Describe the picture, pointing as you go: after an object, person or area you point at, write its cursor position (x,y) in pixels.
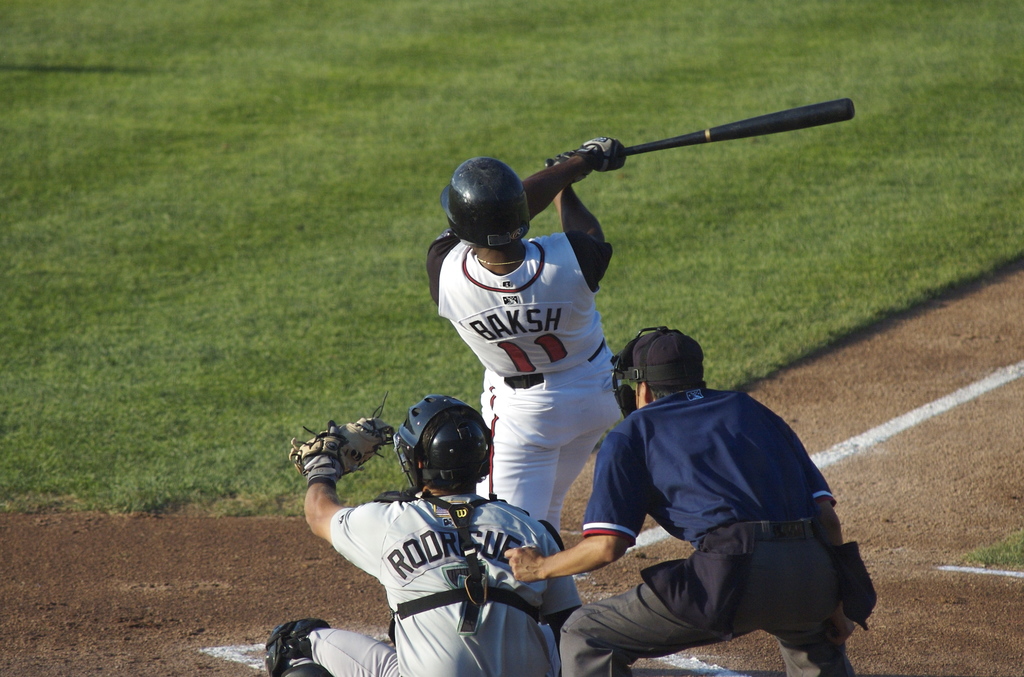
In this image I can see three people (470,504) are on the ground (183,581). I can see two people (524,330) are wearing the helmets (473,438) and one person (564,195) holding the baseball bat (718,138). These people (534,444) are wearing the white, ash, blue and grey color dresses (555,490). In the background (245,314) I can see the grass (249,182).
